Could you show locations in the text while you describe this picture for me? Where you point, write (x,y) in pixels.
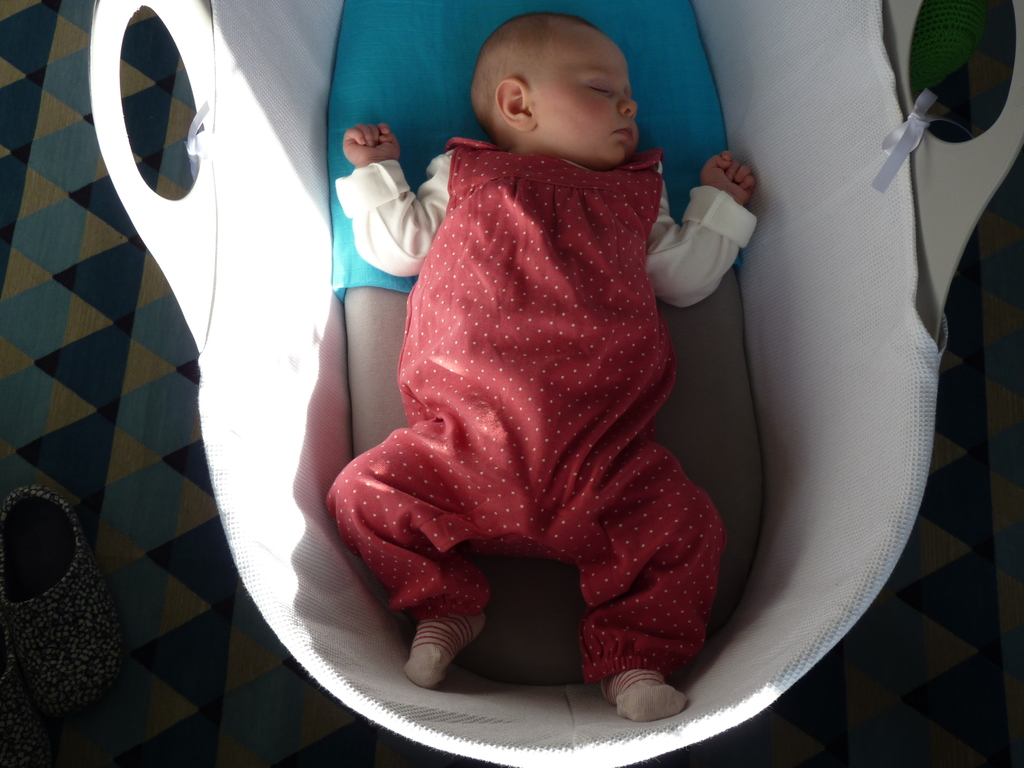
In the image we can see a baby (537,284) sleeping and the baby (434,280) is wearing clothes (482,313). Here we can see the basket (761,651), floor (114,352) and the shoes (1,650).
